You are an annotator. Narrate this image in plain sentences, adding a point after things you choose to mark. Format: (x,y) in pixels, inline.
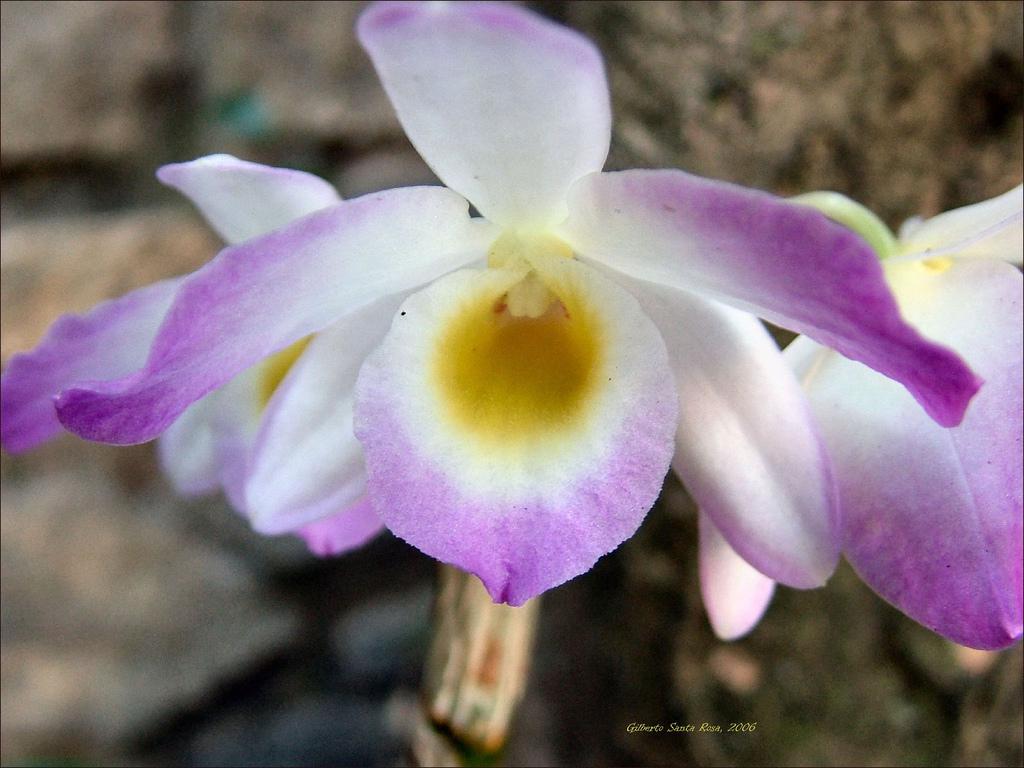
In this image there are flowers (515,505), in the background (619,550) it is blurred, at the bottom (708,725) there is text (632,727).
